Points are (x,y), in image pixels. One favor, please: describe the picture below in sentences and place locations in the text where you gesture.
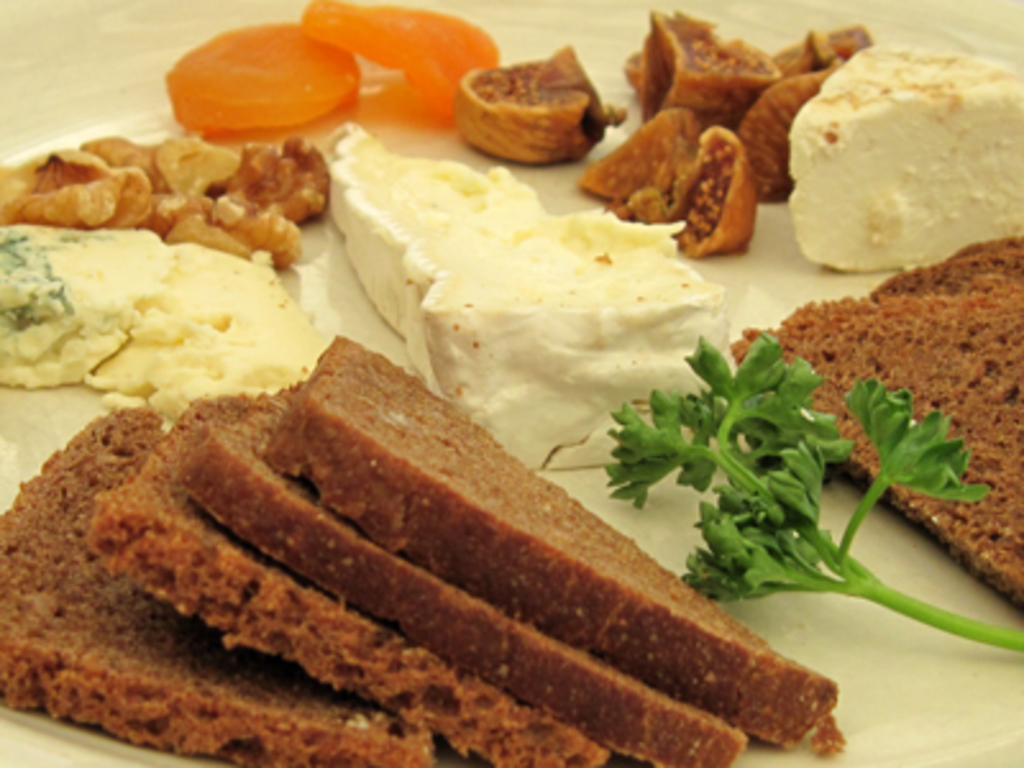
In this image, we can see some eatable things (668,420) and items (299,211) are placed on the white surface (685,492).
